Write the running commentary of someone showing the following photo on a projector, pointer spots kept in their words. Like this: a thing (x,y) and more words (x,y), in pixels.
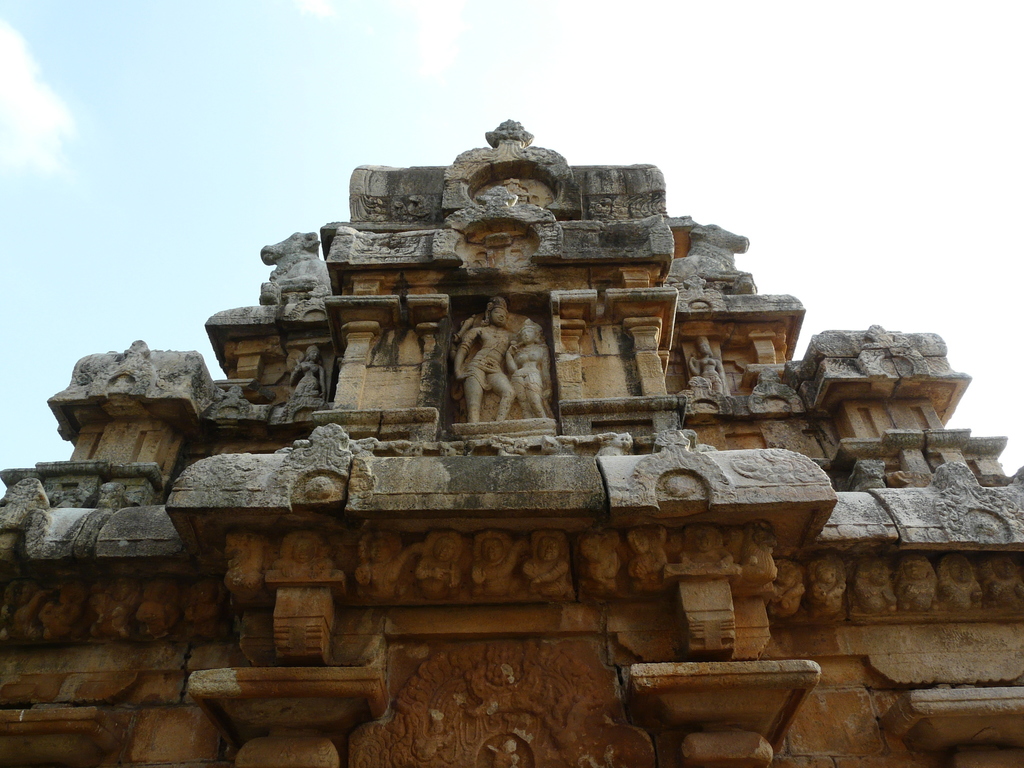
In this image we can see a monument (454,485). On the backside (279,110) we can see the sky (288,101) which looks cloudy.
